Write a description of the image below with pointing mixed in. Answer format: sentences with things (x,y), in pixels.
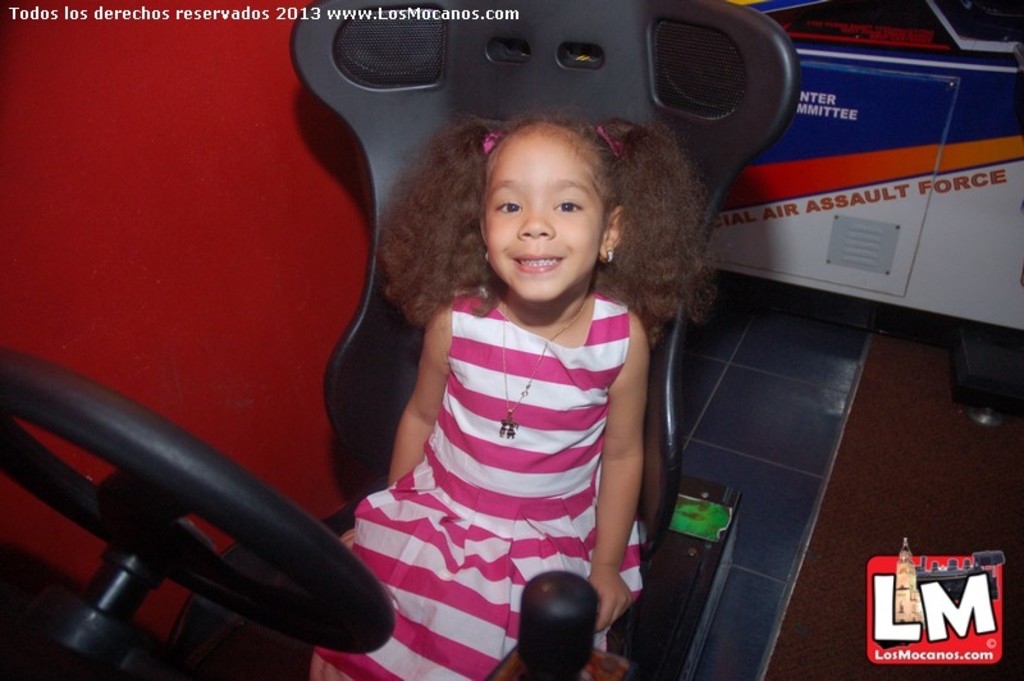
In this picture we can see the small girl (522,374) wearing white and pink stripe dress (536,419) and sitting on the playing car seat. Behind there is a white and blue banner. On the right bottom side (977,617) there is a watermark (969,633).
